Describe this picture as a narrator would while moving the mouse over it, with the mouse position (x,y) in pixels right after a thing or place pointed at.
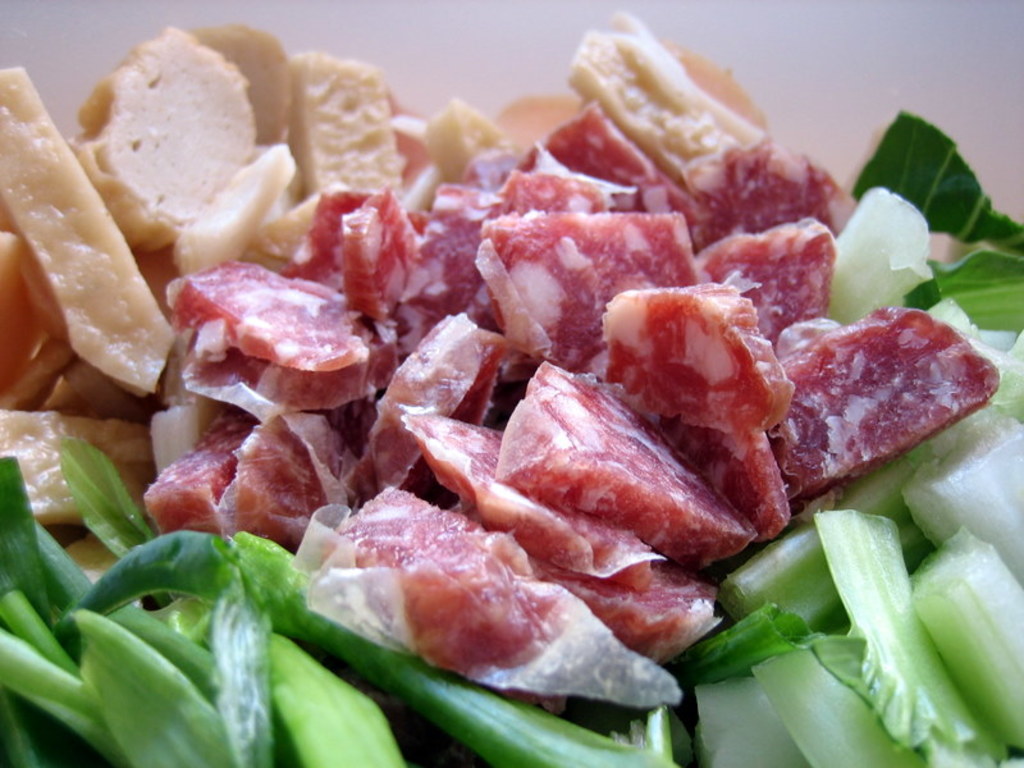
There are meat pieces (655,182), vegetable pieces (951,312) and other food items (101,160) on a plate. The background (880,34) is light in color.
